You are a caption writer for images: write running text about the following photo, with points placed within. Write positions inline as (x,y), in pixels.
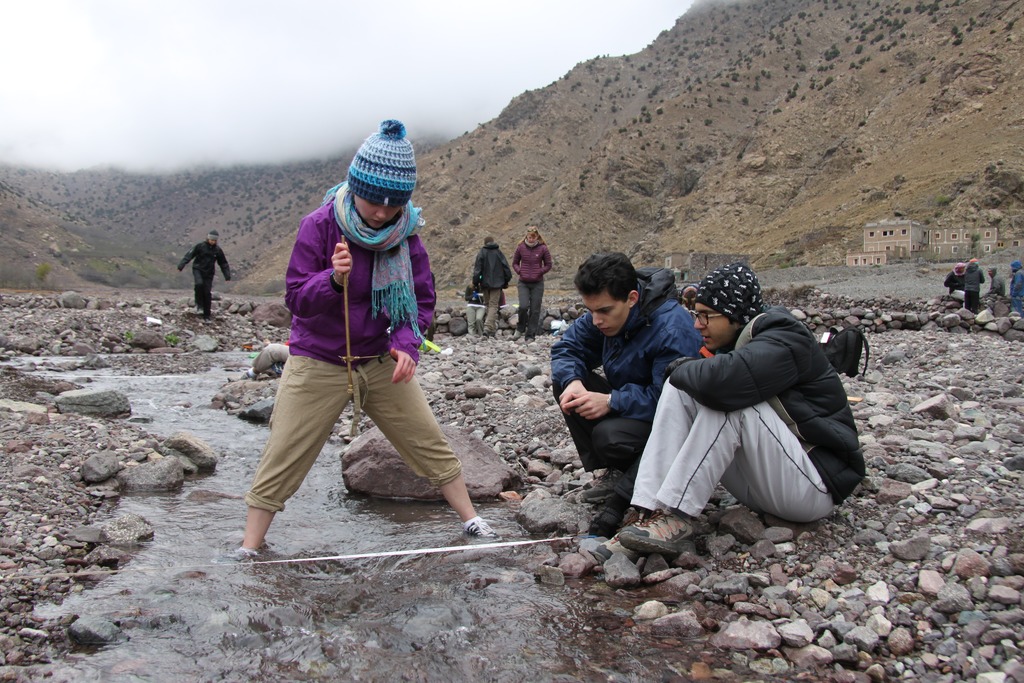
This picture is clicked outside. In the center (347,253) we can see a person (352,172) wearing a jacket (364,285), holding an object (347,355) and standing and we can see the two persons (722,386) sitting on the ground (988,387) and we can see the group of persons (1019,289) seems to be walking on the ground (514,408) and we can see the rocks (543,418) and the running water (230,475). In the background (407,45) we can see the sky (254,97), smokey (245,142) and the hills (473,164) and some buildings (906,241).
